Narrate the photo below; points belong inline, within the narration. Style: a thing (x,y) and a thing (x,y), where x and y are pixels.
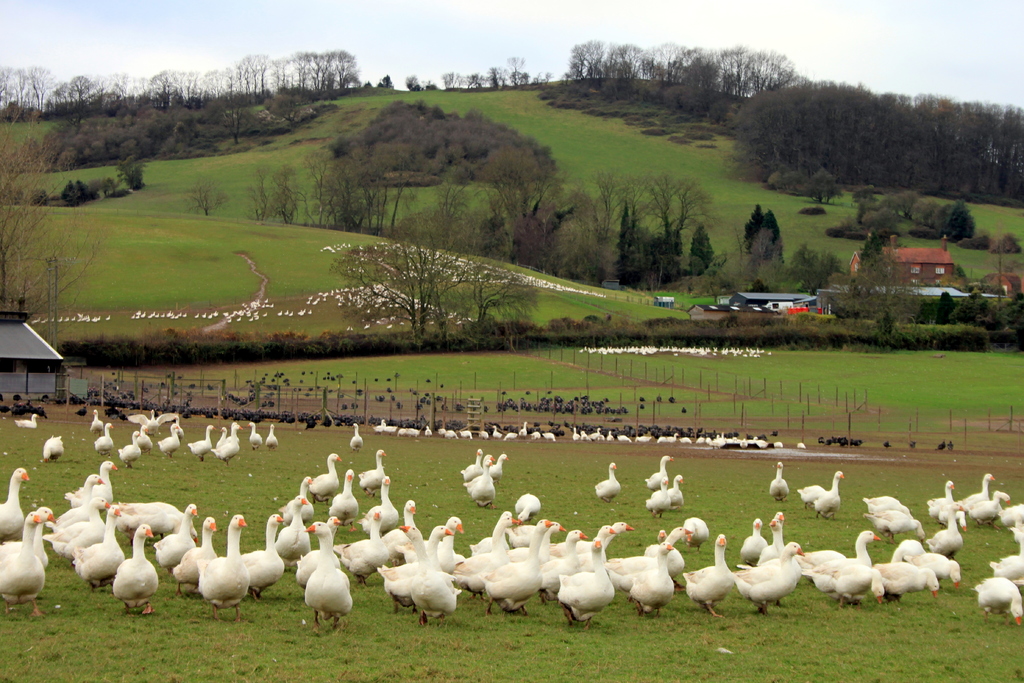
In this image I can see few trees (13,239), few houses (17,377), poles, grass (889,482), sky (634,11) and few birds (782,522) around.
